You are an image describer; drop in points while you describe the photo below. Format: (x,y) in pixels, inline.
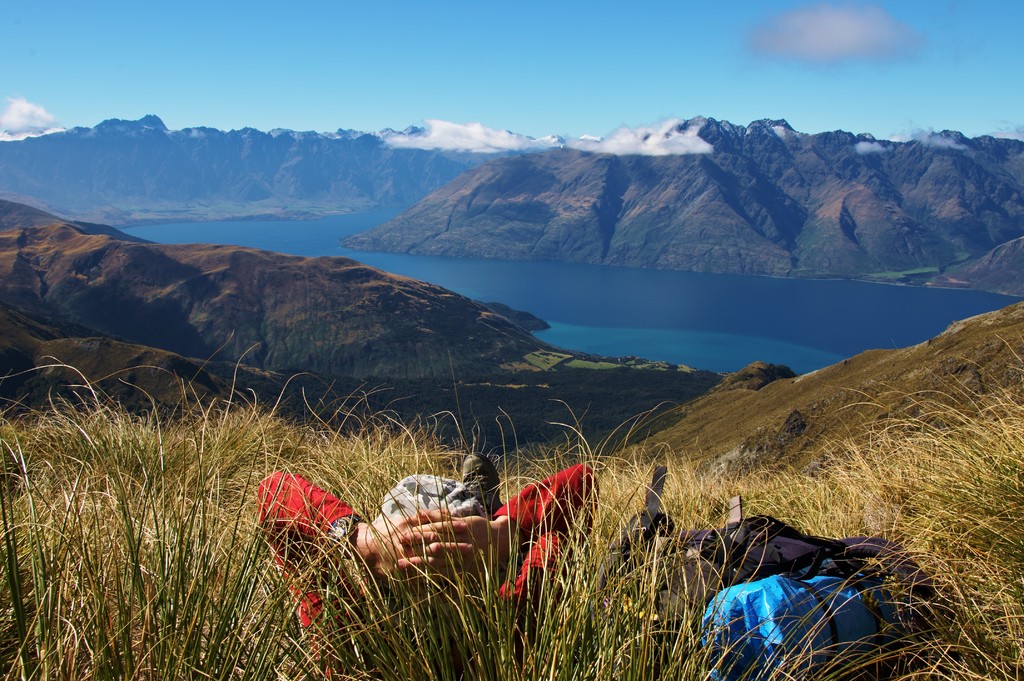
There is a person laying on the grass (249,668). Here we can see bags (784,589), water (768,359), and mountains (440,240). In the background (905,62) there is sky (398,125) with clouds (829,29).
